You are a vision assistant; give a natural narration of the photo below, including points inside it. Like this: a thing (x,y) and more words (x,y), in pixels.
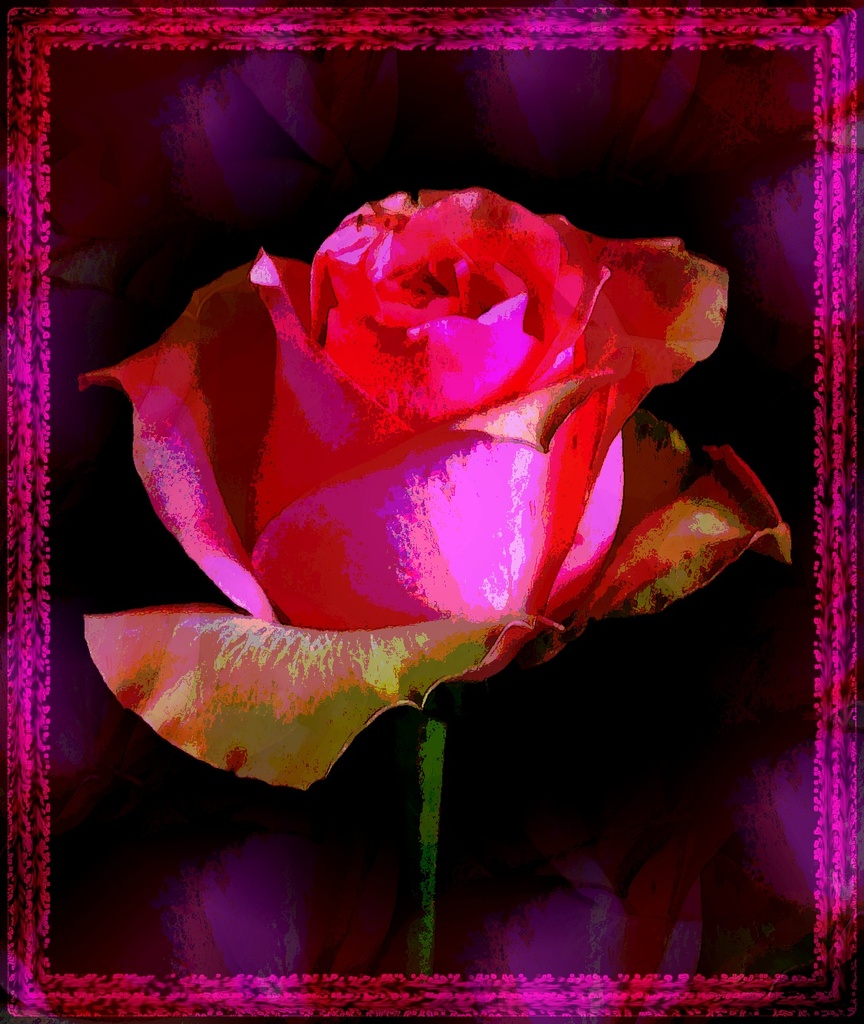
In this image, we can see a rose flower (359,424) with stem (431,875). It is an edited picture.
